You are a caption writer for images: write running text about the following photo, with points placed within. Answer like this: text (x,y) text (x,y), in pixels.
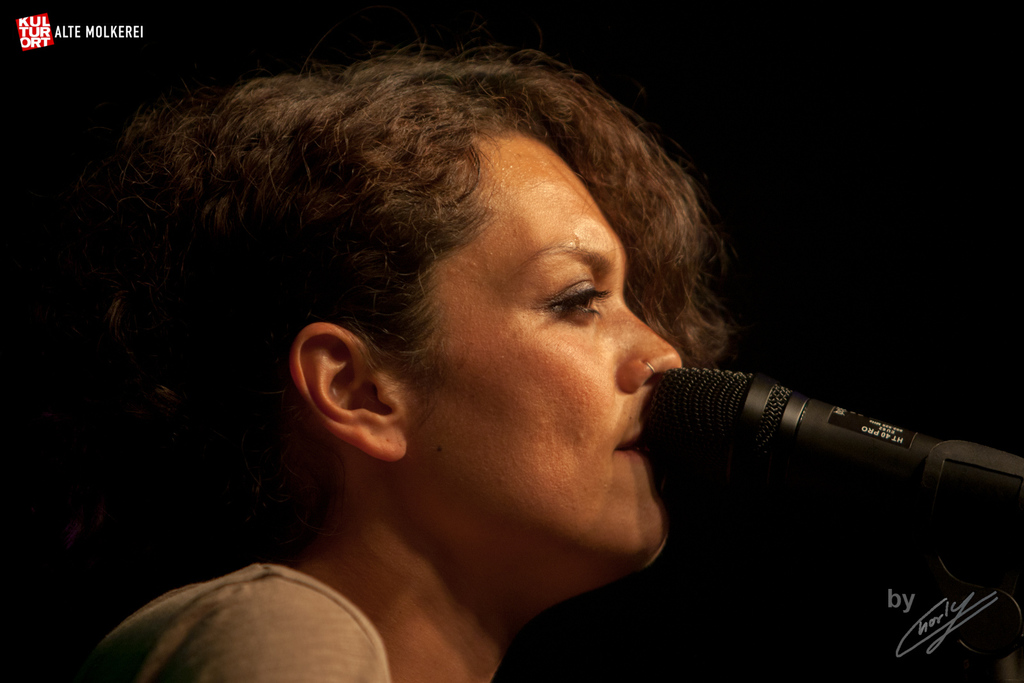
In this image we can see a woman (617,402) and a mic (769,409).
